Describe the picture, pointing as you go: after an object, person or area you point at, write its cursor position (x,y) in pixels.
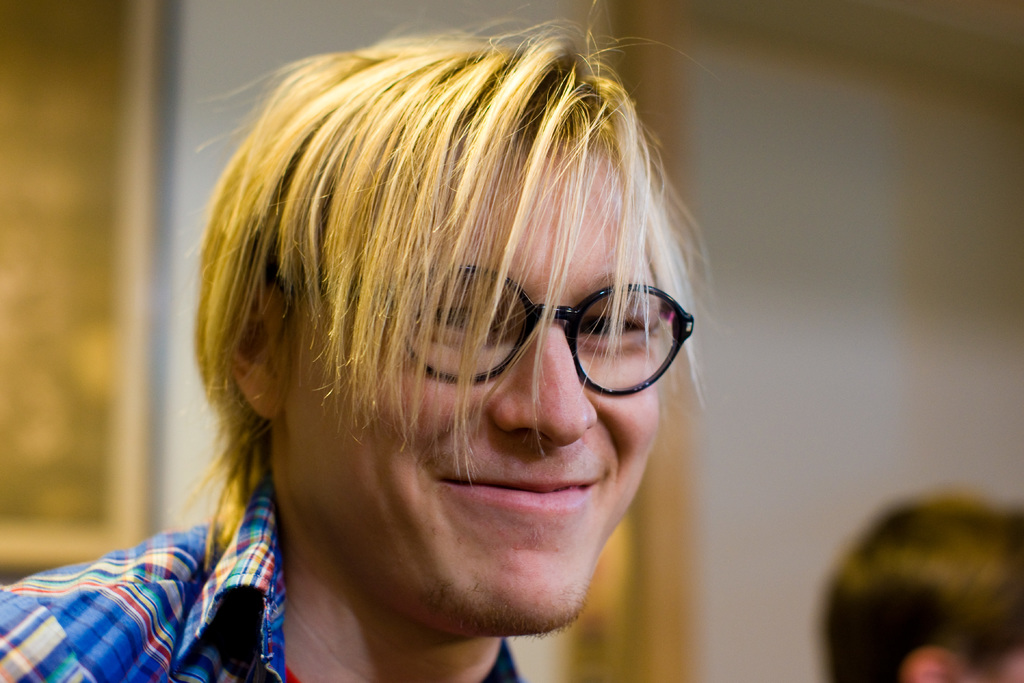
This is the picture of a person (566,475) wearing spectacles (479,366) and has short hair (417,216).
